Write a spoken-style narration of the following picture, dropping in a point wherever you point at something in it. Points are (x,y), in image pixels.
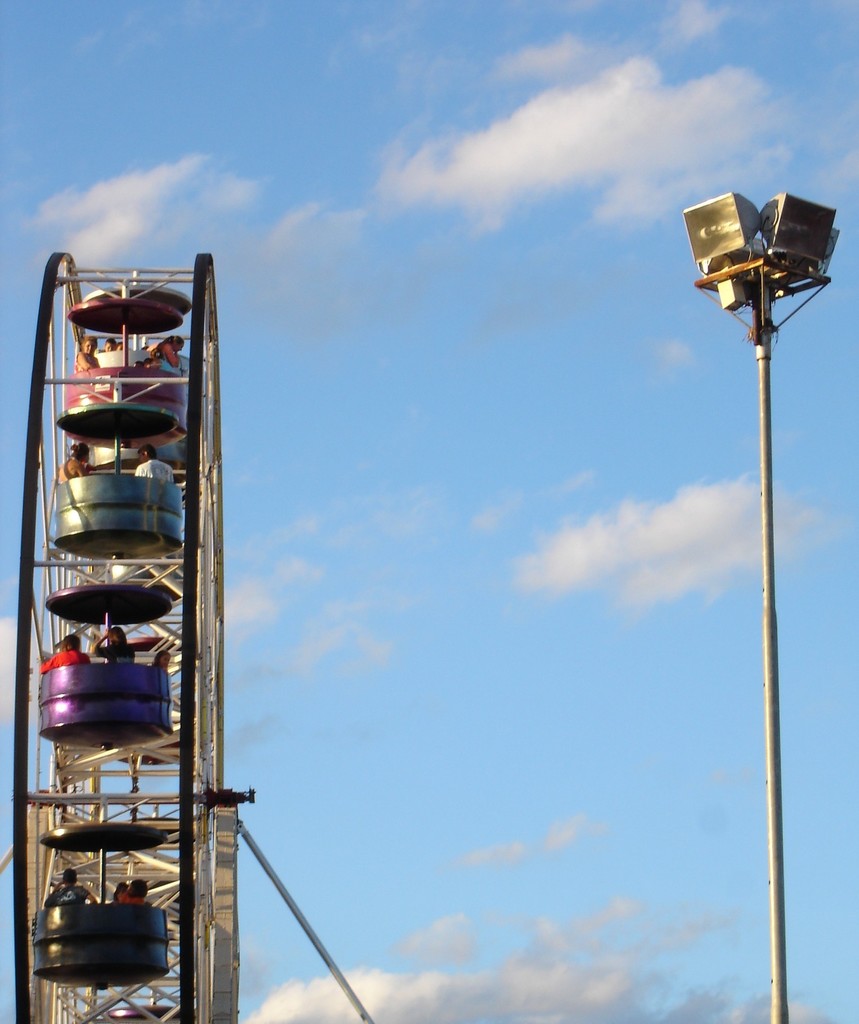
In this image we can see group of persons (169,341) sitting in a Ferris wheel (68,778). To the right side of the image (805,223) we can see a pole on which group of lights (749,253) are placed. In the background (761,187), we can see clouds (590,135) and sky (482,479).
